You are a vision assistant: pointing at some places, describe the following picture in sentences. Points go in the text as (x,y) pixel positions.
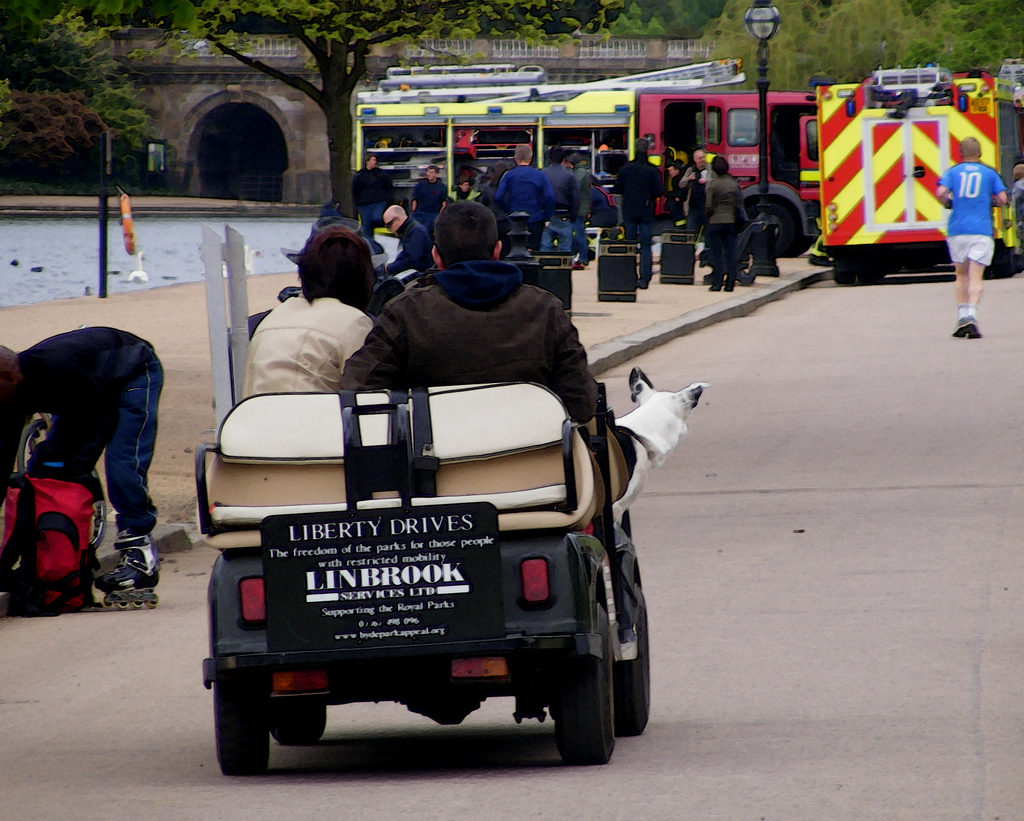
In this picture I can see few people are riding vehicles (601,487) on the road (683,444) and also few people (977,294) are on the road (666,488), side we can see people (565,182) standing near vehicle (430,138) and there are some trees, water (173,227) and bridge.
